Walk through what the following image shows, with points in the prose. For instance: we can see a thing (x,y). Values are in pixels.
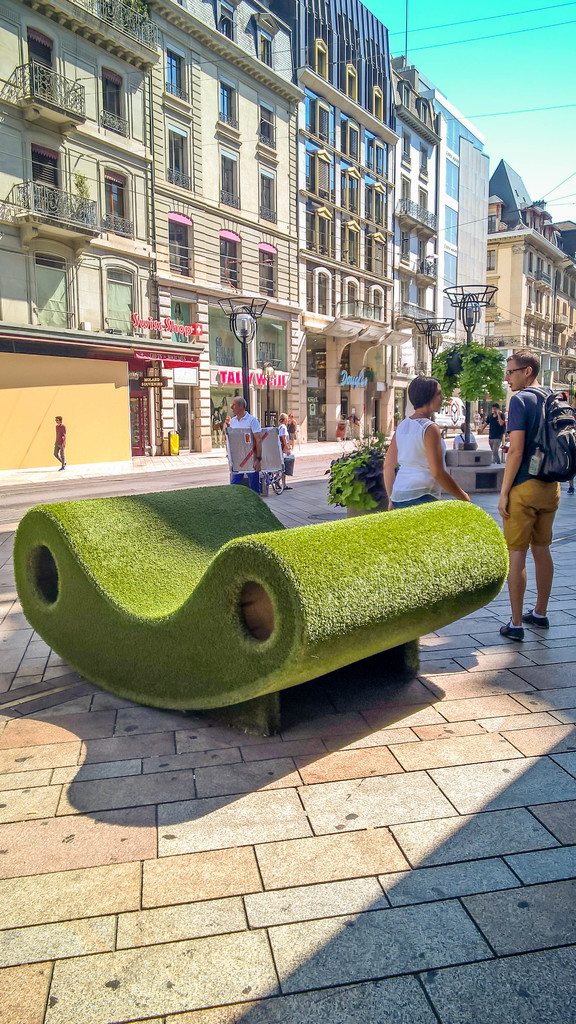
In this image there is a green colour sofa (185,566) in the middle (206,652). Beside it there are two persons (514,425) standing on the floor (480,613). In the background (157,472) there is a road (159,474) on which there are few people (285,422) walking on it. Beside the road (144,477) there are so many buildings (183,245) one beside the other. At the top (522,69) there is sky (514,57). There are light poles (245,352) on the footpath (482,670).
